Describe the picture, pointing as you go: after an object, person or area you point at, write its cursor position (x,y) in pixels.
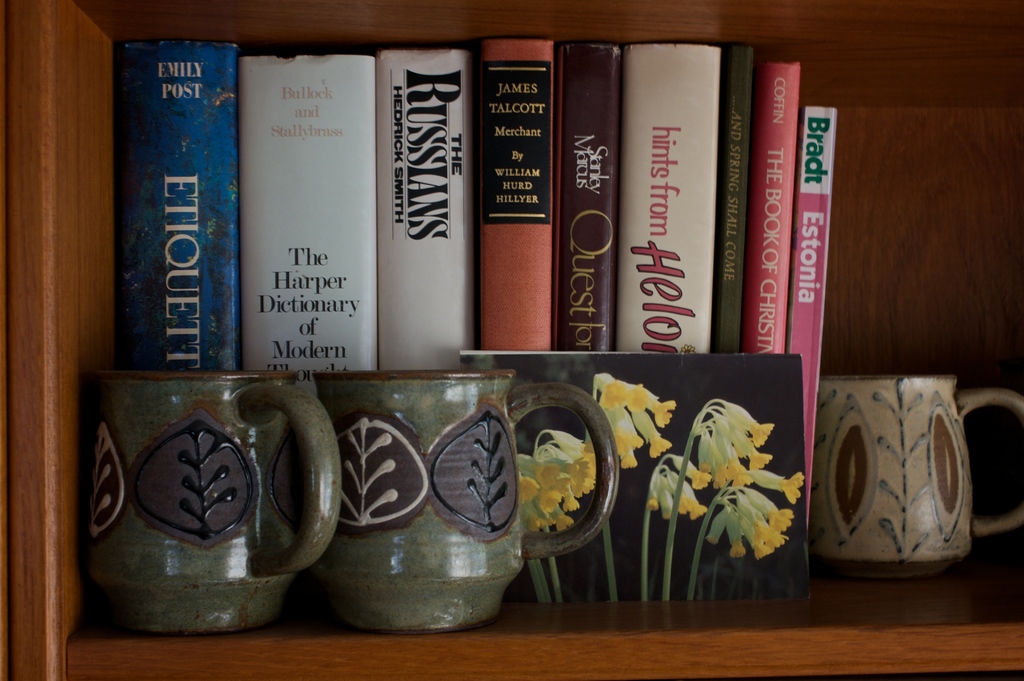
We can see books (320,193) and cups (855,470) in a wooden rack (469,643).
